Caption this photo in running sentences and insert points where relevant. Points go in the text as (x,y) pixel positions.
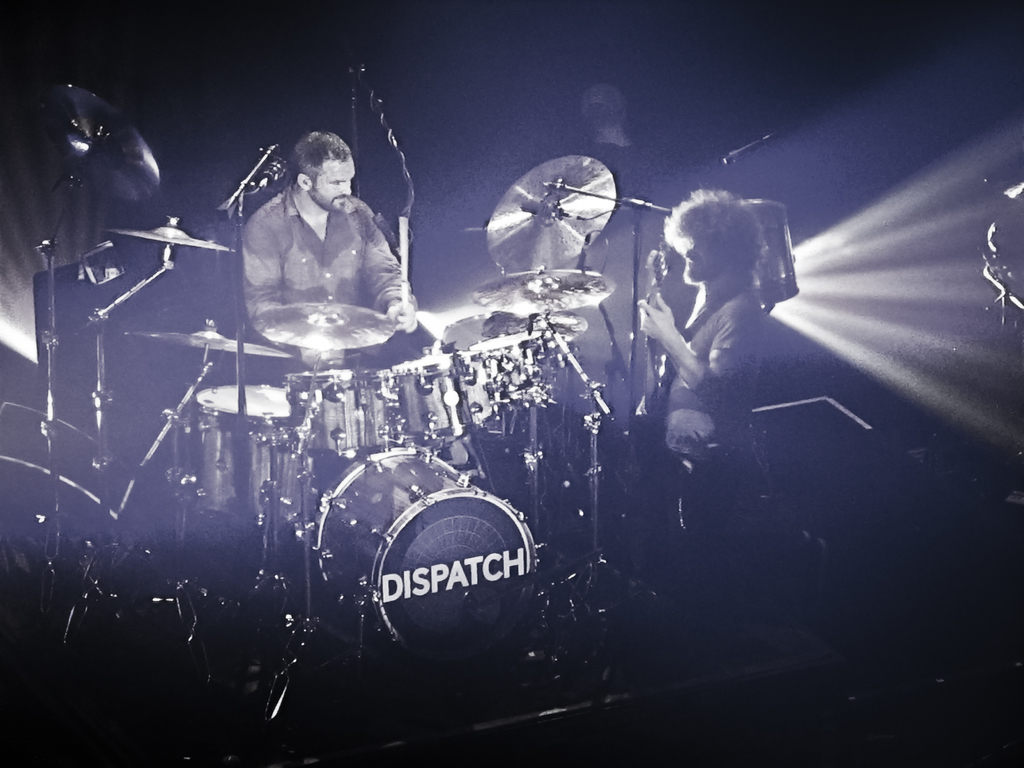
In this picture there are two persons (671,341) playing musical instruments (537,365).
